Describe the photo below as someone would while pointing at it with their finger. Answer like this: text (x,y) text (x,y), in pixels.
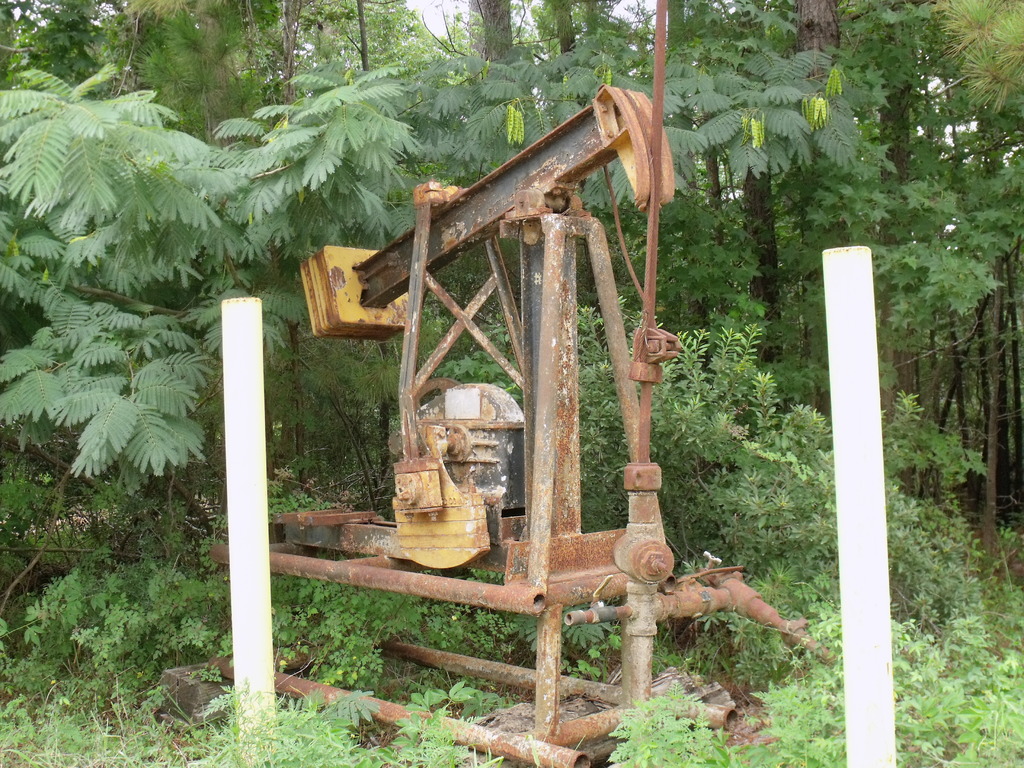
In this picture there is a machine (453,223) and there are poles (853,284). At the back (77,109) there are trees (959,335). At the top (412,9) there is sky (619,8). At the bottom (509,692) there are plants (135,743).
